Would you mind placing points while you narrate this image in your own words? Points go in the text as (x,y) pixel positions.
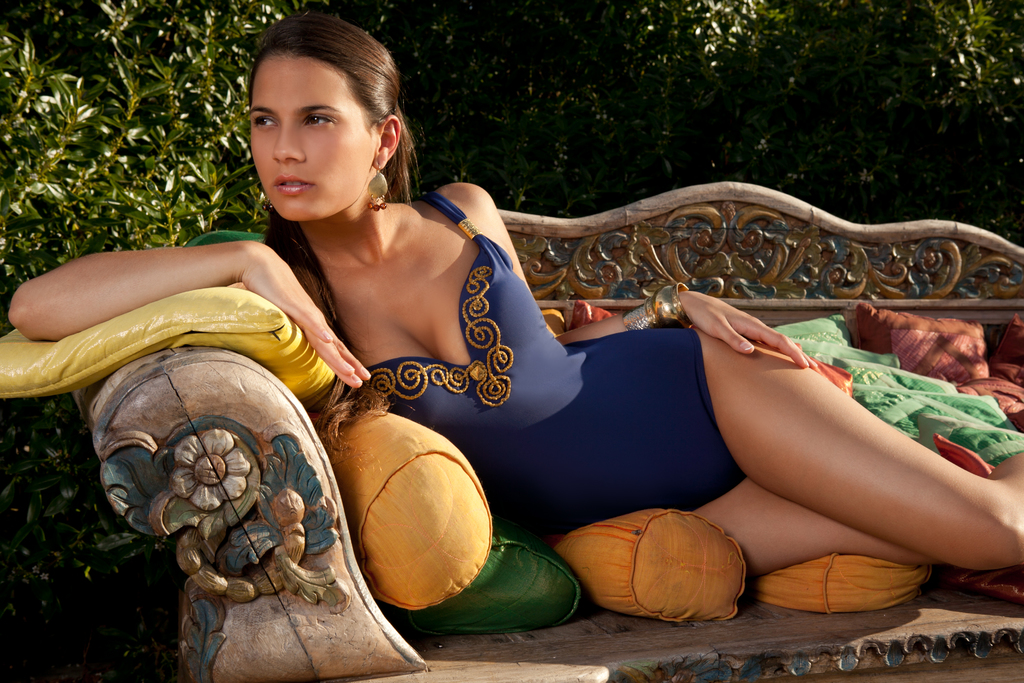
Here I can see a woman (523,418) wearing a blue color dress (572,440), laying on a bench (312,535) and looking at the left side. On this bench (914,617) there are few pillows (880,400). In the background (640,104) there are some trees (799,44).
